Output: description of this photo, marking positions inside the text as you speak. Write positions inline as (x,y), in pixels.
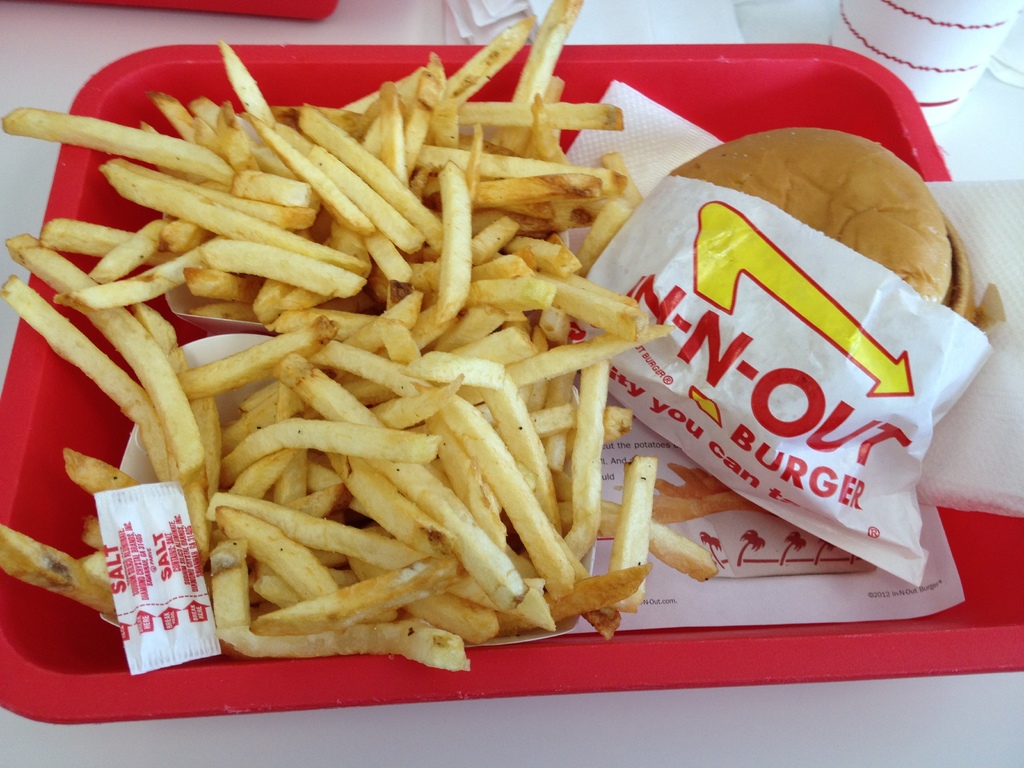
In this image there are fries (451,318), burger (681,254), napkins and salt sachets (164,513) in a tray (717,64) on a table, beside the tray (700,60) there is a cup (874,18), napkins (508,25) and another tray (275,12).
